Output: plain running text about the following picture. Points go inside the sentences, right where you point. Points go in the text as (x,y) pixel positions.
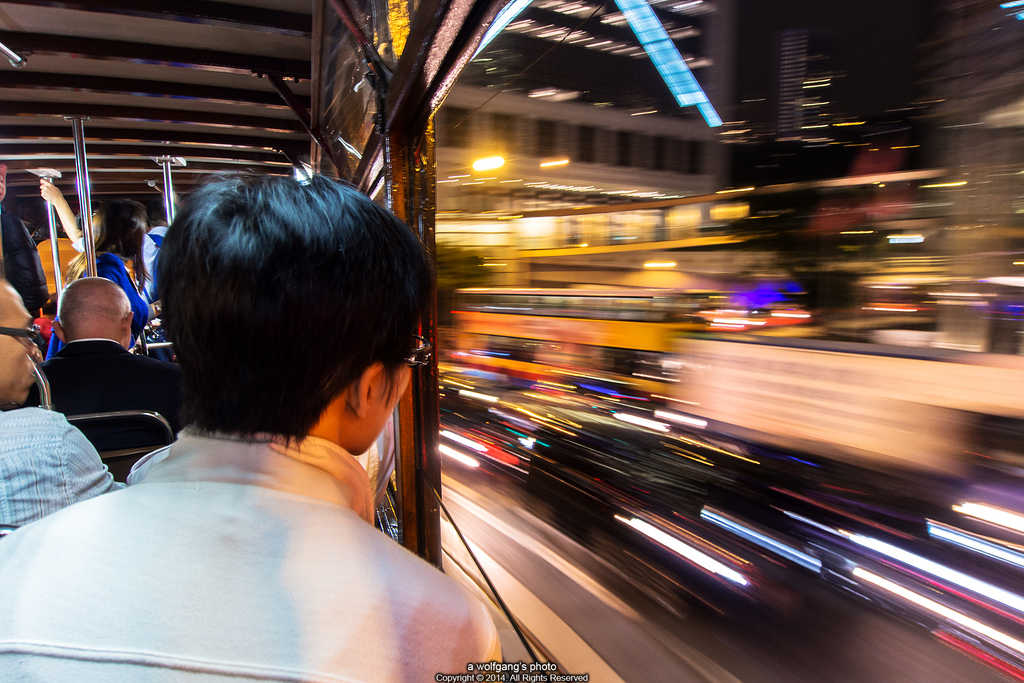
On the left side of the image (215,307), we can see a group of people (302,304). Few people (355,508) are standing and sitting. Here we can see few rods (54,249). A person (68,232) is holding a rod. On the right side of the image (977,257), we can see a blur view. At the bottom of the image (502,668), there is a watermark (520,675).
